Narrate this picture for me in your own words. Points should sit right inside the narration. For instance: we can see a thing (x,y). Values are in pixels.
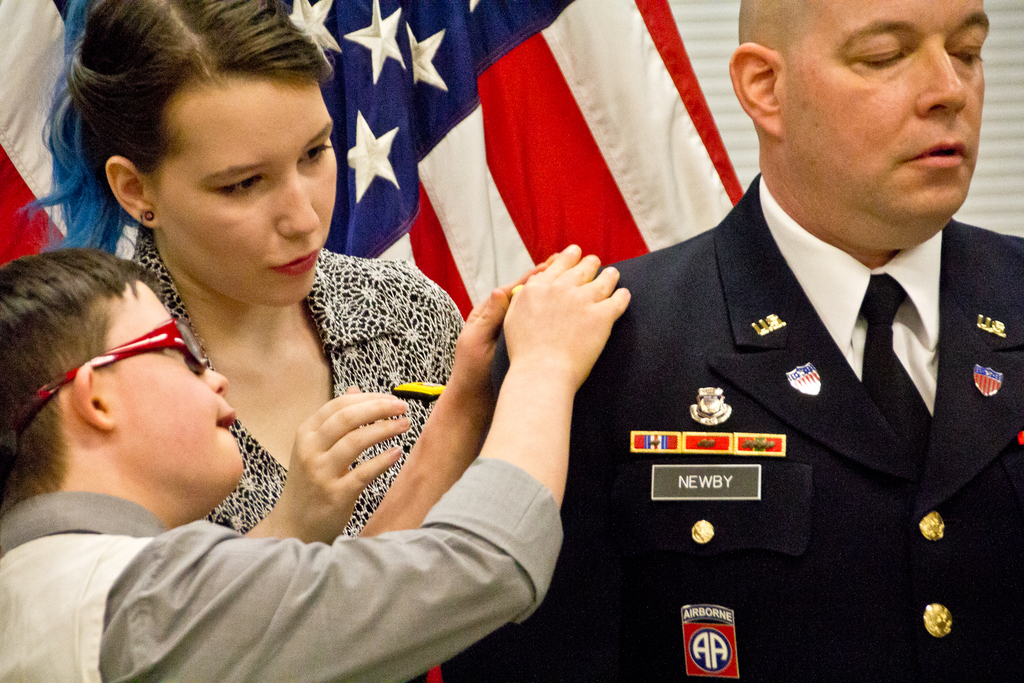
In this image I can see three people (414,424). In the background (483,157), I can see a flag (533,142).
